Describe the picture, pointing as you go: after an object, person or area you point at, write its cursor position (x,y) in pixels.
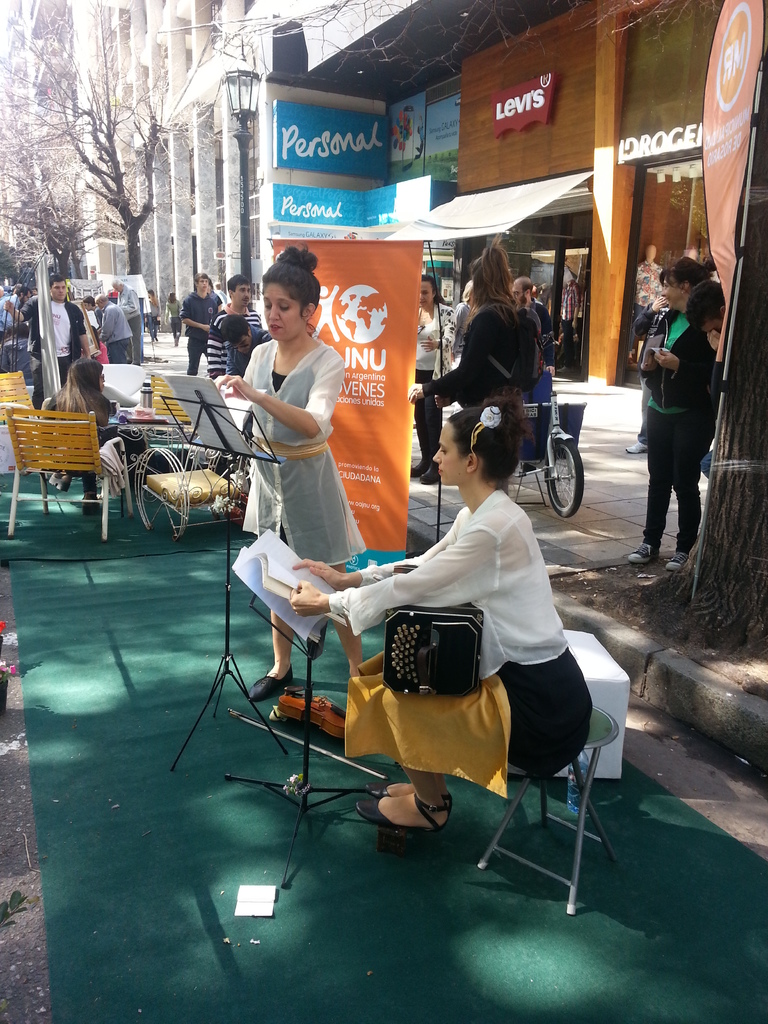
In this image I can see number of people (704,275) and also few trees (5,169) over here. Here I can see number of buildings (375,85).
